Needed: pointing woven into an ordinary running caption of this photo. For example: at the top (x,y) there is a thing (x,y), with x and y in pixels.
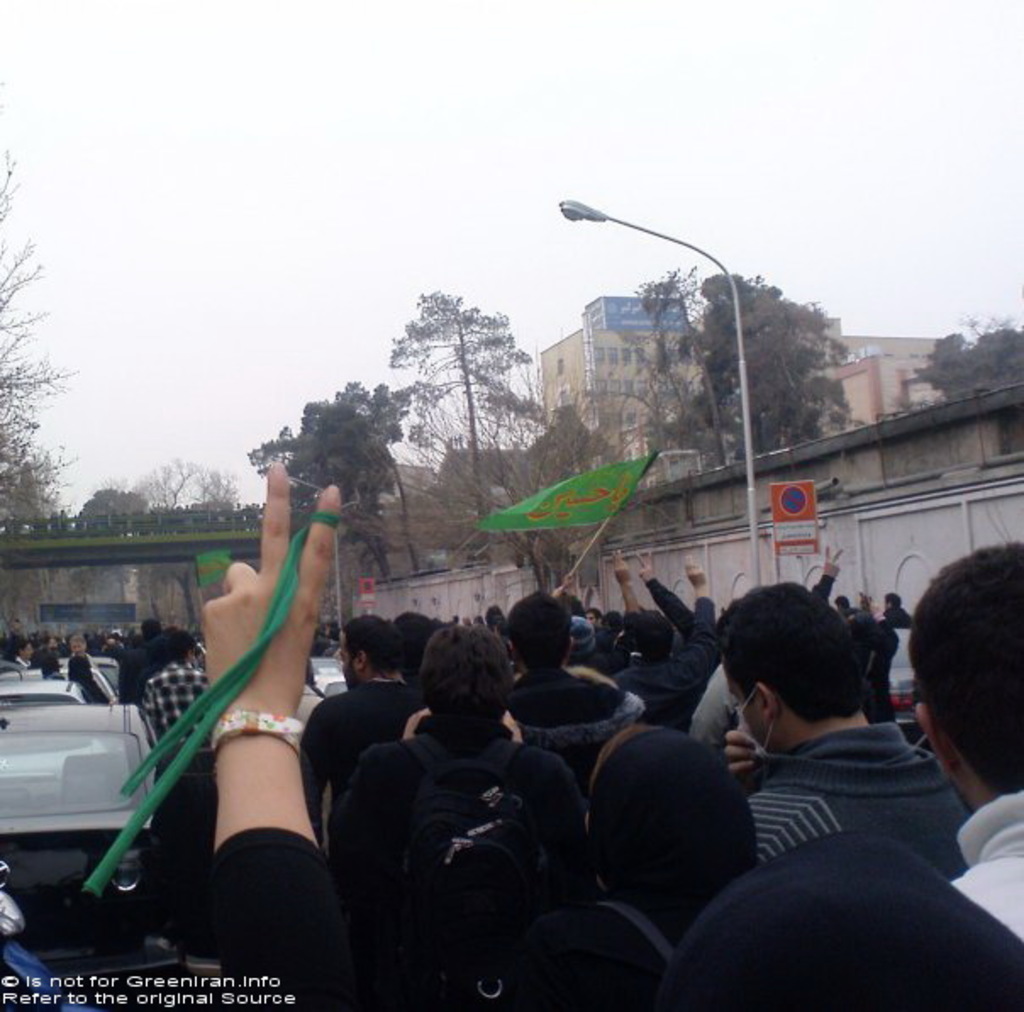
In this picture we can see there are groups of people (419,634). At the bottom of the image (287,911), there is a hand (241,651) of a person (237,739). On the left side of the image (74,789) there are vehicles (67,777). On the right side of the people (431,637), there is a signboard (776,516) and there is a pole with light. In front of the people (153,651) there is a bridge (152,537), trees (427,468), buildings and the sky (274,137). On the image there is a watermark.
